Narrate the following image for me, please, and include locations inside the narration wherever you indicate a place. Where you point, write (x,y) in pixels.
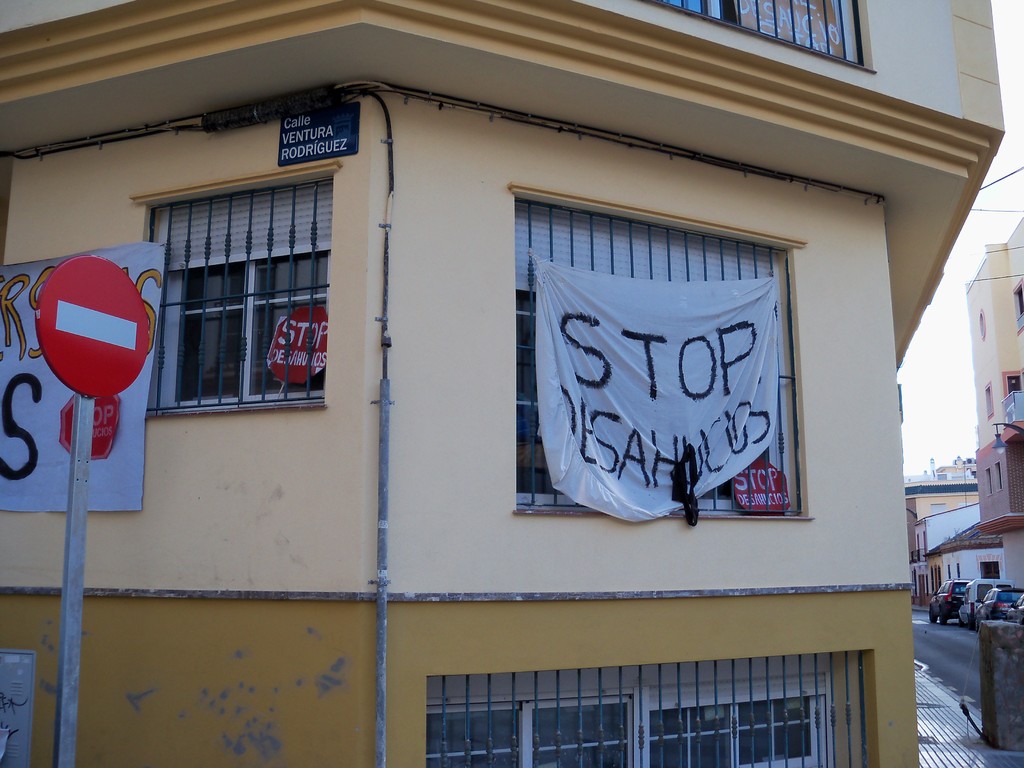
In the image in the center (397,490) we can see the sky (930,376), clouds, buildings (870,363), windows (784,362), sign boards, banners (582,292) and few vehicles (994,611) on the road (926,650).
